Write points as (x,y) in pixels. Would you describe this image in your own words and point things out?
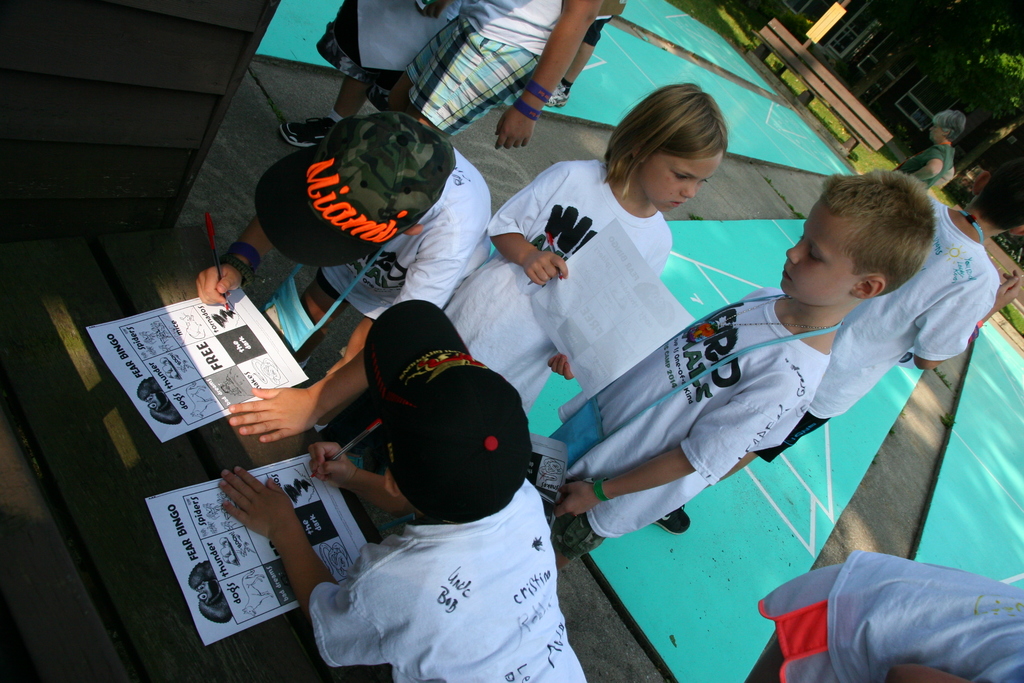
In the foreground of the picture (587,245) there are kids (482,268). On the left (247,443) there is a bench (212,458), on the bench (194,437) there are papers (249,553) and kids (259,411) are writing on the paper (289,384). In the background (843,51) towards right (892,68) there are trees (975,44), benches (856,107), grass (888,153) and buildings (908,105).
